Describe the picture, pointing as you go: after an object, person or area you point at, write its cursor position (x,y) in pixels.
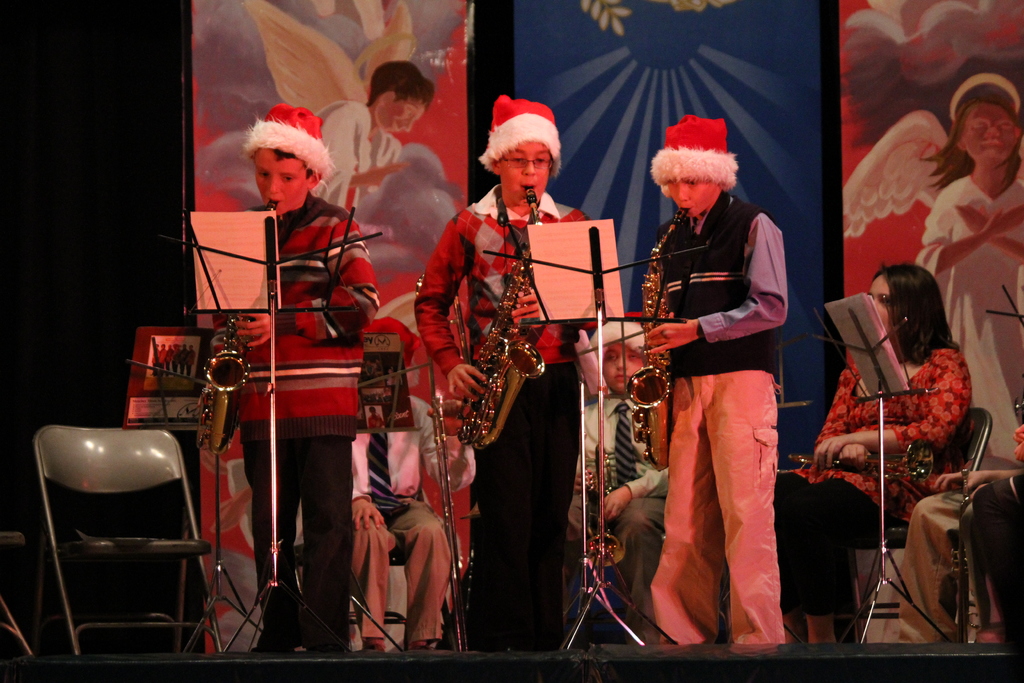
In this picture we can see three people (294,286) wore caps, holding saxophones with their hands (681,331) and in front of them we can see papers (607,239) on stands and at the back of them we can see some people (919,311) sitting on chairs (91,550), boards (308,102) and in the background (140,230) it is dark.
